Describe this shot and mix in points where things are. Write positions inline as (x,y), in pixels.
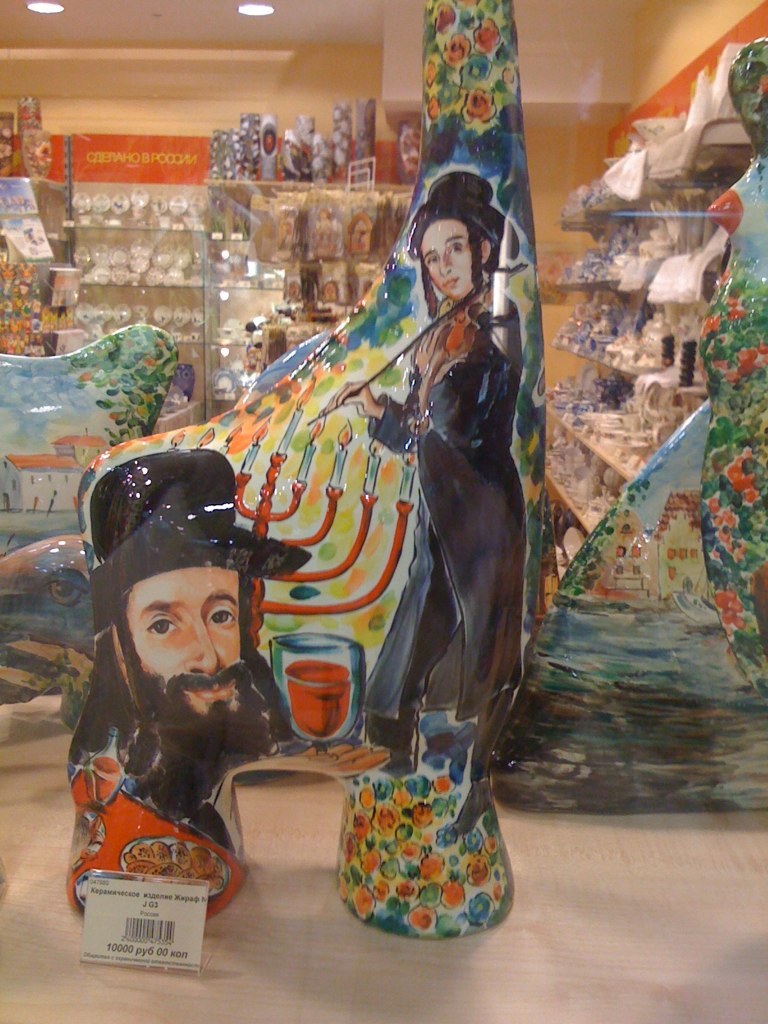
In this image we can see printed glass show pieces (289,582) on the surface (668,962). There is a tag (145,926) at the bottom of the image (140,913). In the background of the image (223,242) we can see so many objects (629,271) are arranged in different racks (228,271). At the top of the image (189,13), we can see roof (220,6) with lights (57,11).
